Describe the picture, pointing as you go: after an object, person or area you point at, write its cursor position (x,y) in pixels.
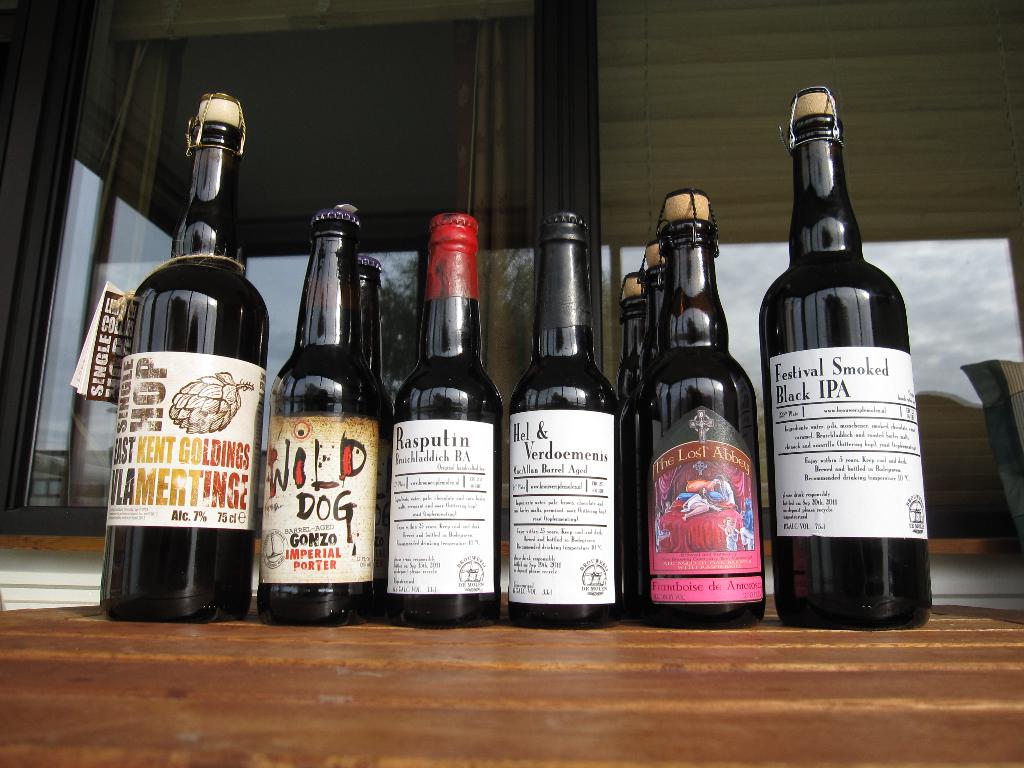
As we can see in the image, there are bottles (455,437) on table (531,701).
